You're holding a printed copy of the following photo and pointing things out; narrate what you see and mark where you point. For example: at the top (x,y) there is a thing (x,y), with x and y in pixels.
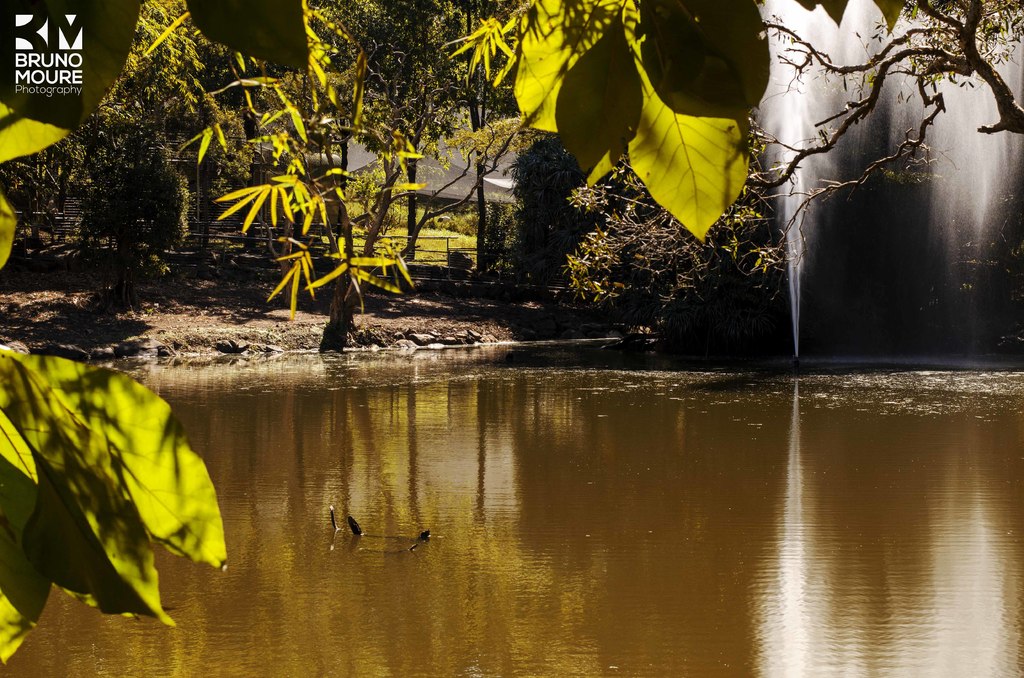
This image is clicked outside. At the bottom (468,590), there is water (223,437). In the background (430,194), there are trees (628,201) and plants (684,236). To the right (810,243), there is a fountain (1020,166).
